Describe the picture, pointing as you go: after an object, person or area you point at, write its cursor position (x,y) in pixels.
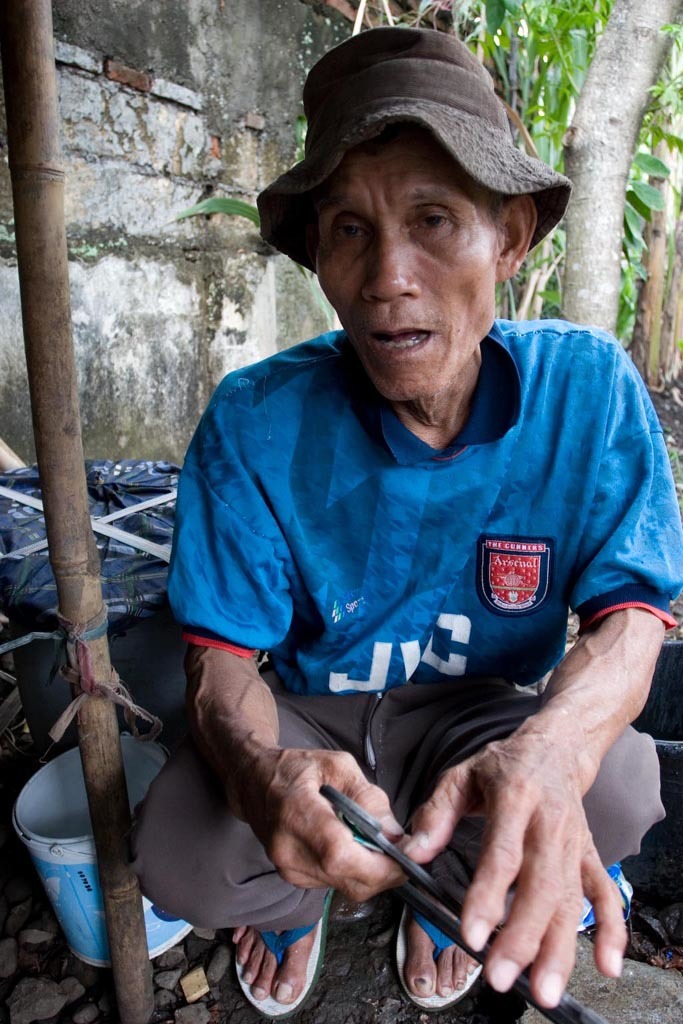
In the image a person (367,872) is sitting and holding something in his hand (372,853). Behind him there is a tub (146,767) and there are some trees (682,56) and wall (94,289). Bottom left side of the image (124,971) there is a stick (41,94).
